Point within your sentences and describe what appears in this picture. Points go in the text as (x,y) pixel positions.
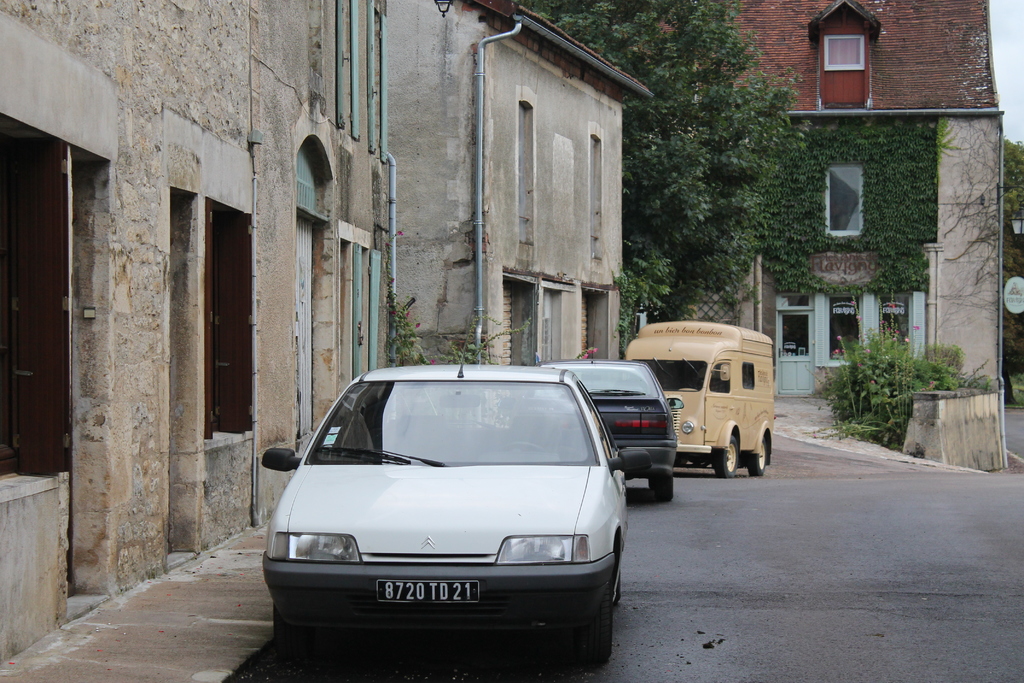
In this image we can see these vehicles (715,448) are parked on the side of the road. Here we can see stone buildings (446,88), pipes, trees (730,123), plants (889,372), lights poles (1012,222), stone house (994,273) and the sky (1023,40) in the background (997,102).
